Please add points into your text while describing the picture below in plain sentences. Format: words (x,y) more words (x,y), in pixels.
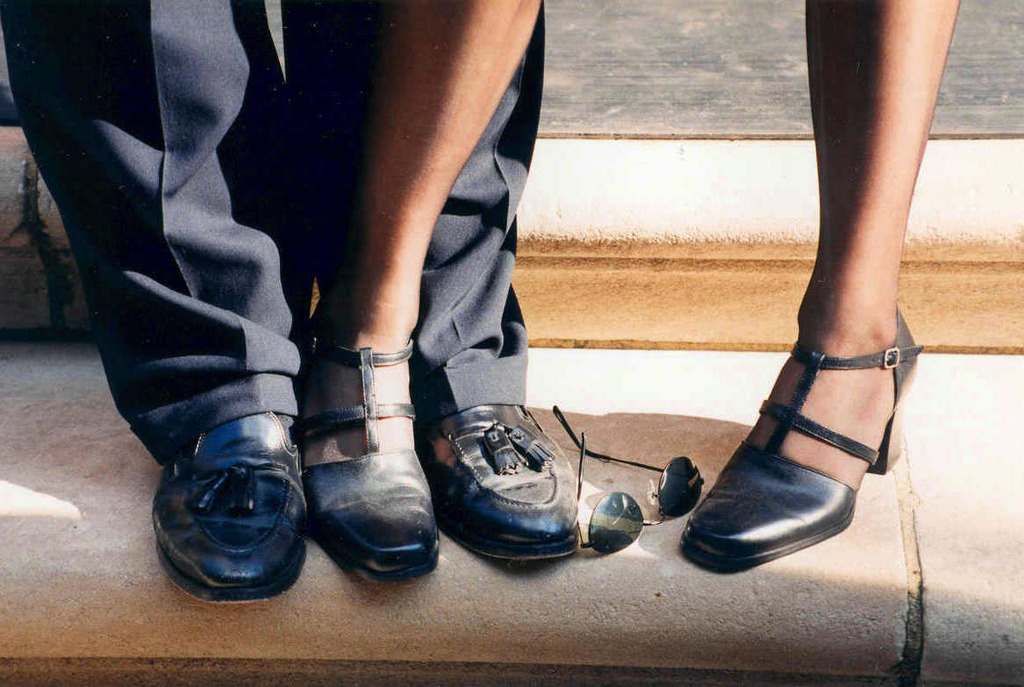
In this picture we can see legs (406,145) of people (301,202) with footwear (305,476) on the surface (581,583) and we can see goggles (608,544).
